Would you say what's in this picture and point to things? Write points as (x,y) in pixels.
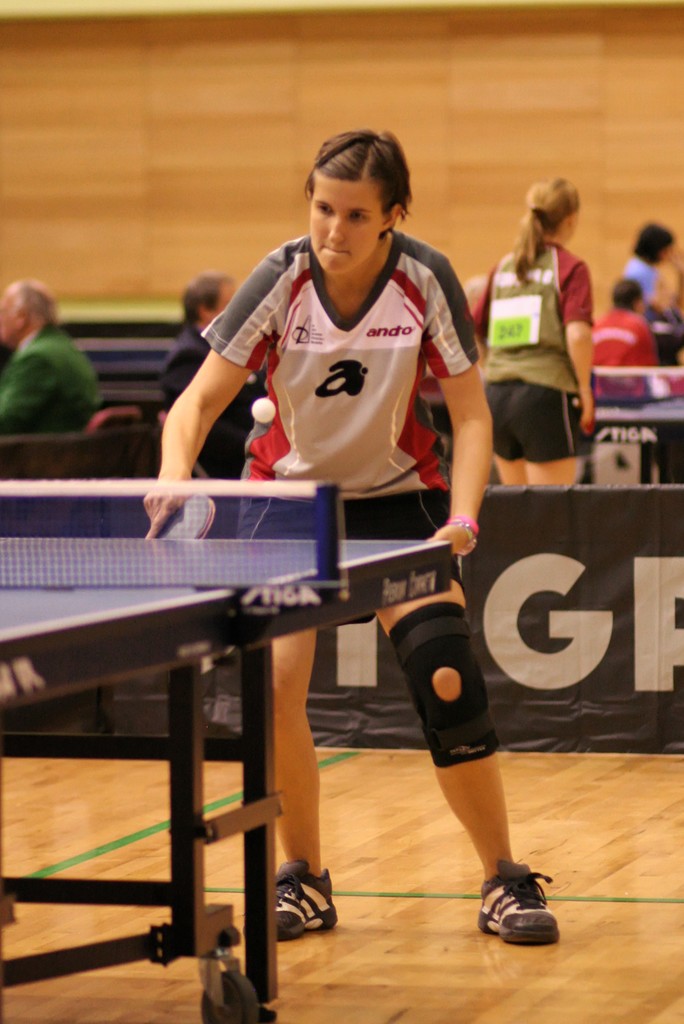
In the center of the image (349,392), we can see a person (306,328) holding a bat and we can see a ball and there are boards (602,420) and we can see nets (148,481), banners (561,559) with some text (488,611) and there are some other people (555,211). At the bottom (343,820), there is a floor (666,955).
